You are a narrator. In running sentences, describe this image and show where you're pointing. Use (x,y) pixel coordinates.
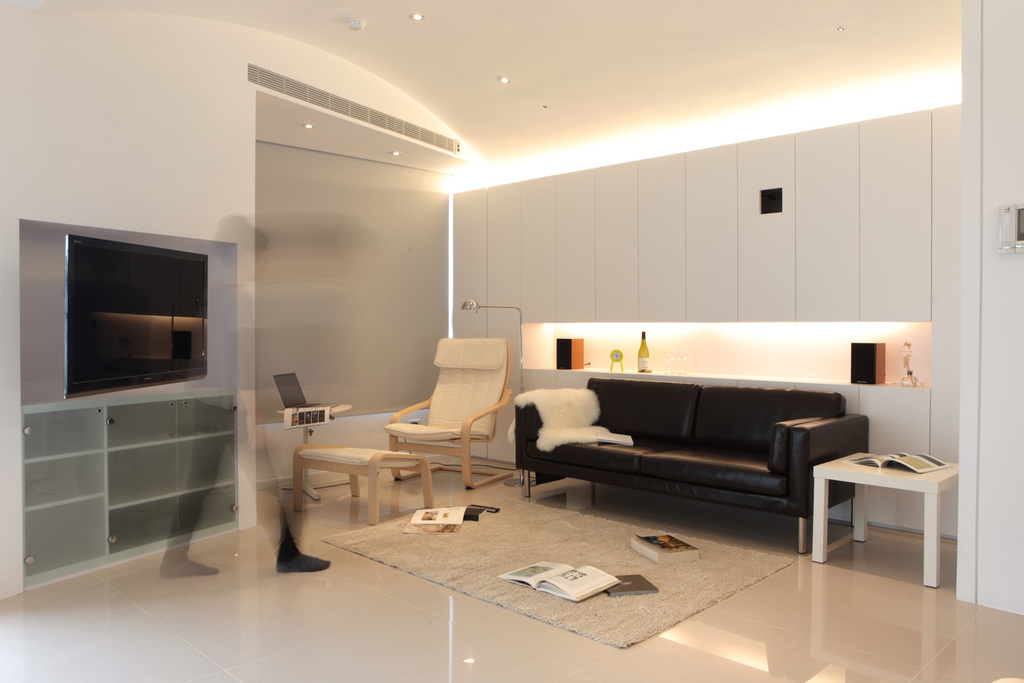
In the image we can see there is black colour sofa (678,444) and white colour chair (441,438) and table (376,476) and on the wall (101,186) there is tv (151,323) and there is an illusion of a person (246,272) and on the floor (713,641) there are books (573,567) which are scattered and there is a floor mat (647,612).
